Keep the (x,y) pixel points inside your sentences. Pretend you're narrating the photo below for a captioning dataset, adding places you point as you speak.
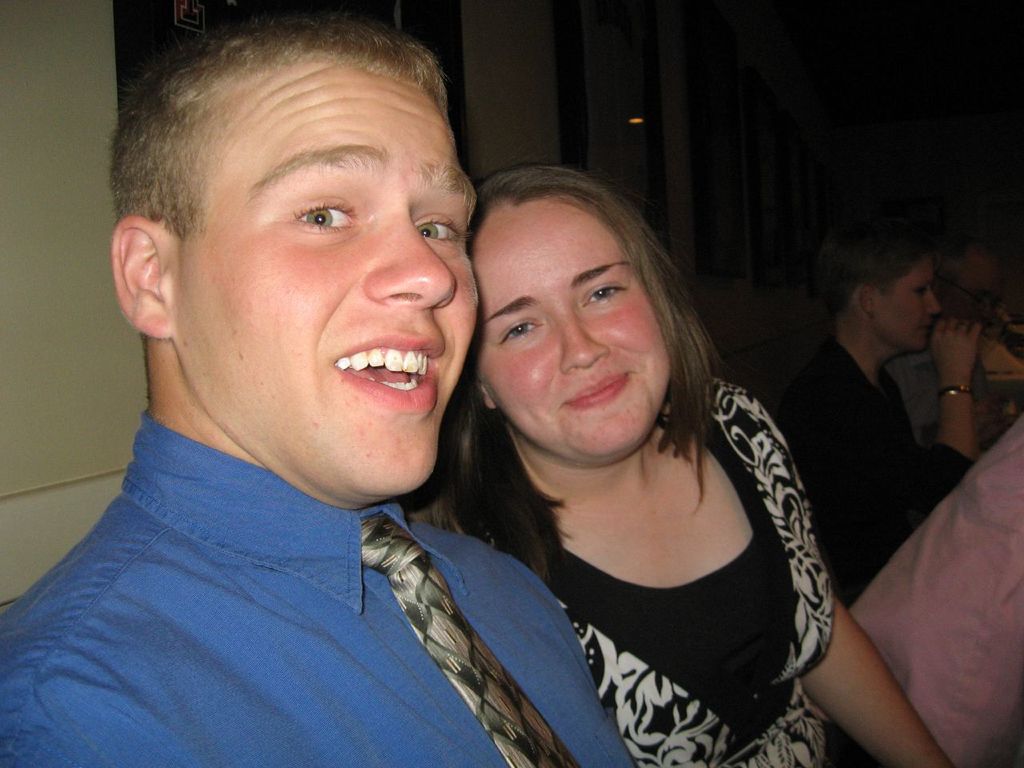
A man (213,448) is speaking, he wore a blue color shirt (297,633), tie (418,614). Beside him a woman (731,699) is there, she is smiling, she wore a black color dress (664,630).
